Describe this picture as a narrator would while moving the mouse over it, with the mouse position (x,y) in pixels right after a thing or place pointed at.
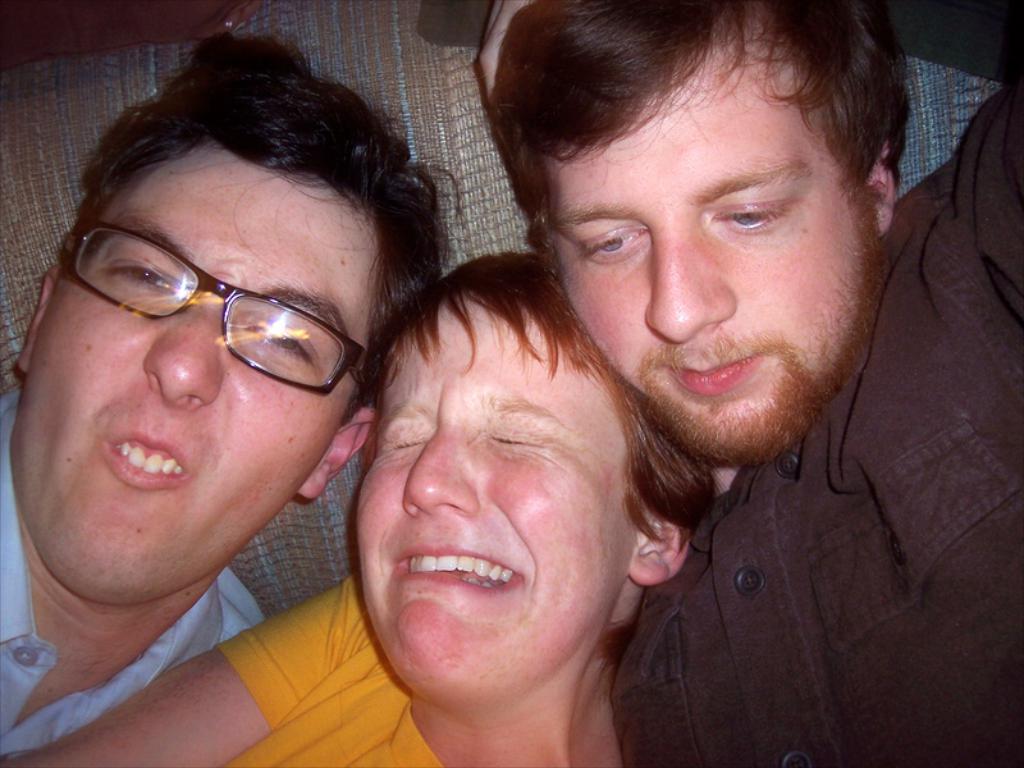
In this image I can see three people (552,608) with different color dresses (391,749). I can see one person (166,319) with the specs (181,286).
